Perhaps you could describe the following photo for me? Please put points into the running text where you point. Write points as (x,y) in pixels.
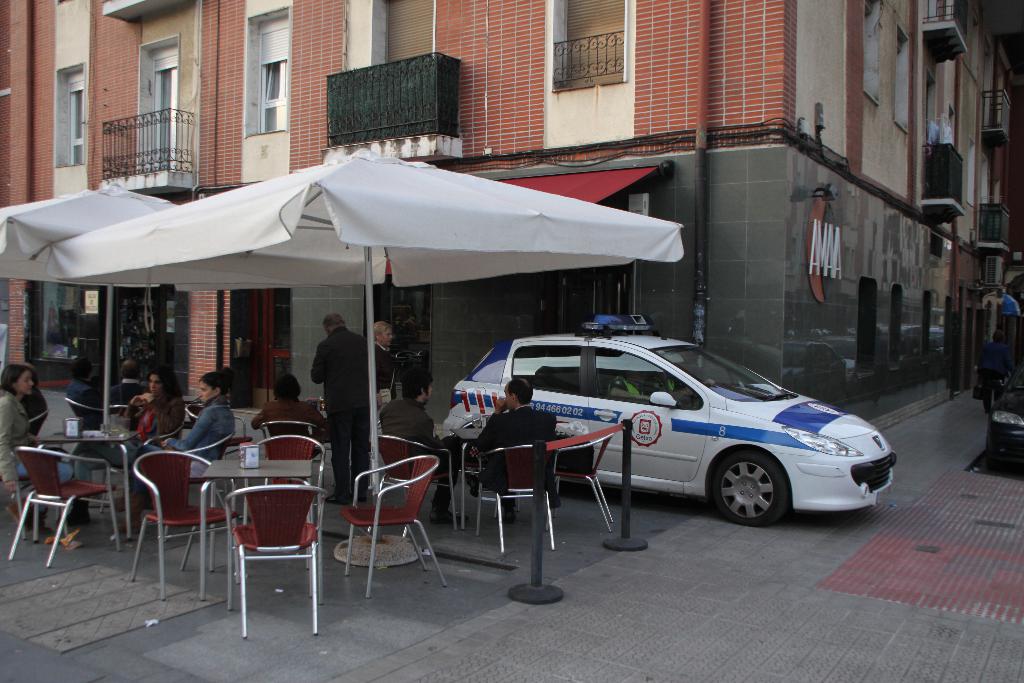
Few people (207,435) are sitting on the chairs (29,449) there is an umbrella (370,264) at here and behind that there is a building (644,22).
